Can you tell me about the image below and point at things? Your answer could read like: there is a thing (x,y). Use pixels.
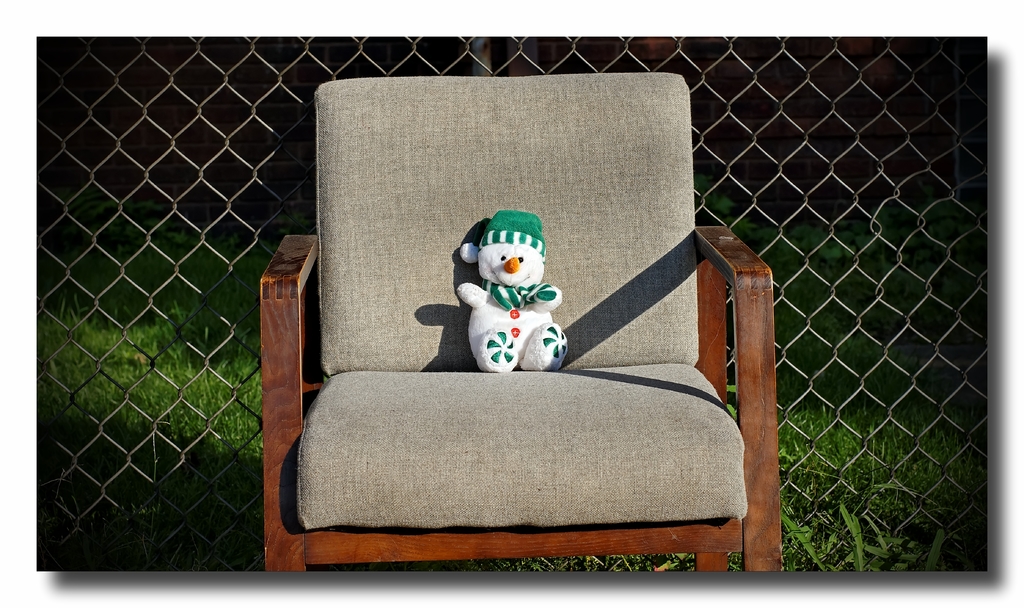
There is a chair (532,385). On the chair (567,377) there is a white, green and orange doll (511,305). In the background (782,199) there is a metal mesh (165,410) and grasses (188,394) are over there.
